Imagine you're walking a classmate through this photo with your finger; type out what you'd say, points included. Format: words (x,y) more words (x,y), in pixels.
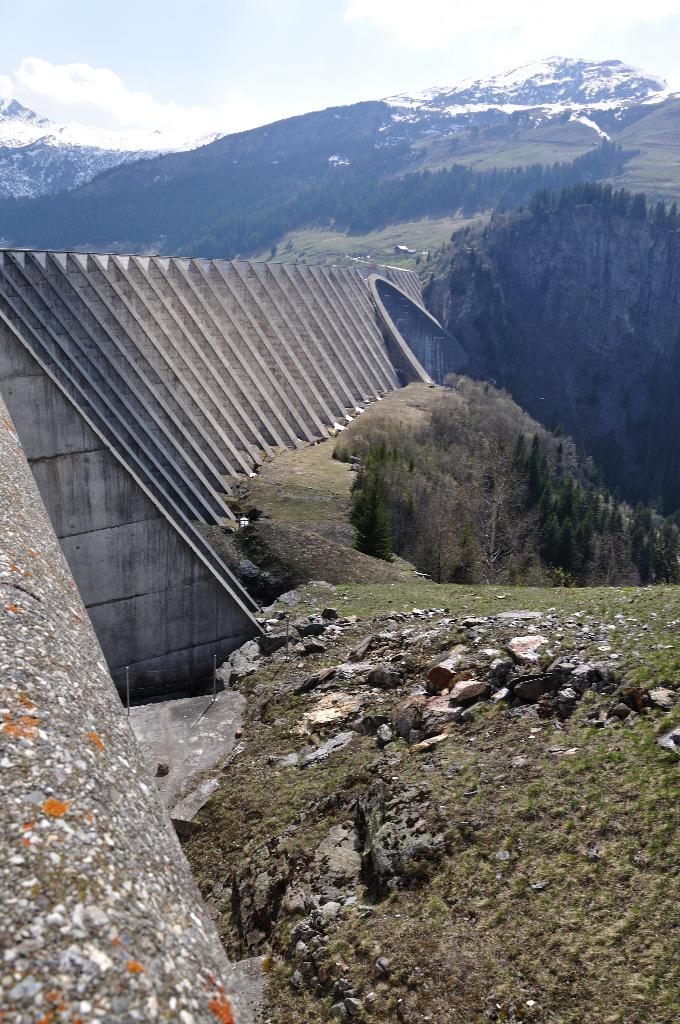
In the picture we can see some grass surface (386,709) with some rocks (419,701) and stones (288,907) on it and in the besides, we can see some construction (11,545) which is like a dam (223,381) and behind it, we can see some hills (405,197) with trees (381,205) and mountains (363,131) with a snow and behind it we can see a sky (219,81) with clouds (59,73).
